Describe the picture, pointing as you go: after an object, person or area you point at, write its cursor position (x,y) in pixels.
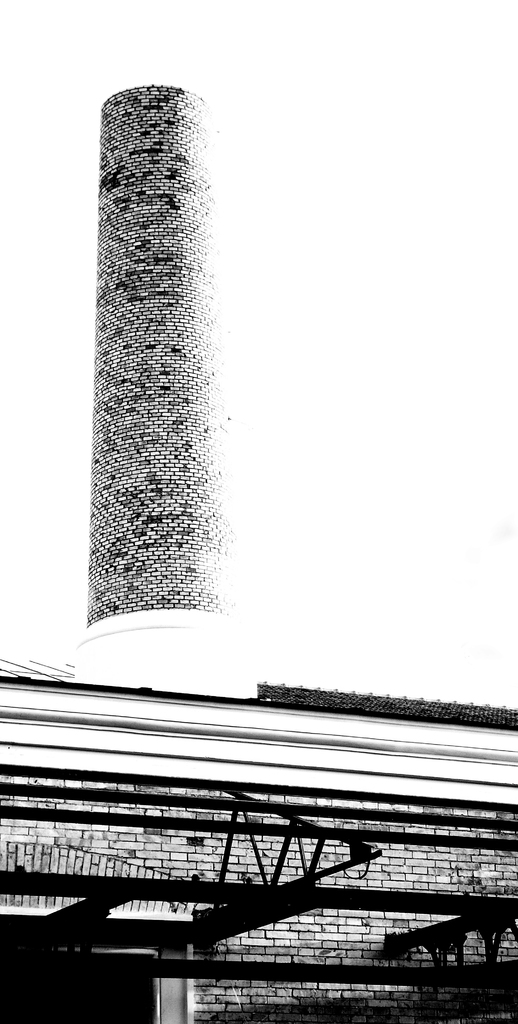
In the image we can see black and white picture of the building (375,923), brick wall (375,923) and the sky (413,302).
